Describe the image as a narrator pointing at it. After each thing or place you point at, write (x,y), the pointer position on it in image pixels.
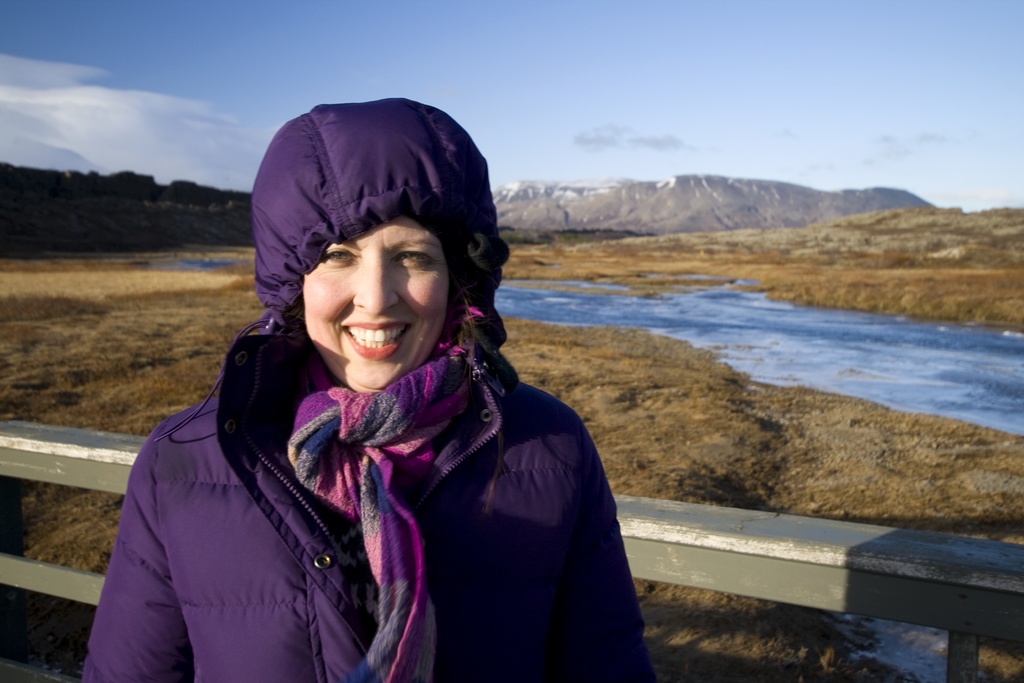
In this image there is one women (440,481) standing and wearing a sweater (359,189) on the left side of this image (339,549). There is a fencing (686,546) in the bottom of this image (688,544). There is a grassy land (681,393) in the background (131,346). There are some mountains (720,214) in the middle of this image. There is a sky (156,94) on the top of this image (583,78).
